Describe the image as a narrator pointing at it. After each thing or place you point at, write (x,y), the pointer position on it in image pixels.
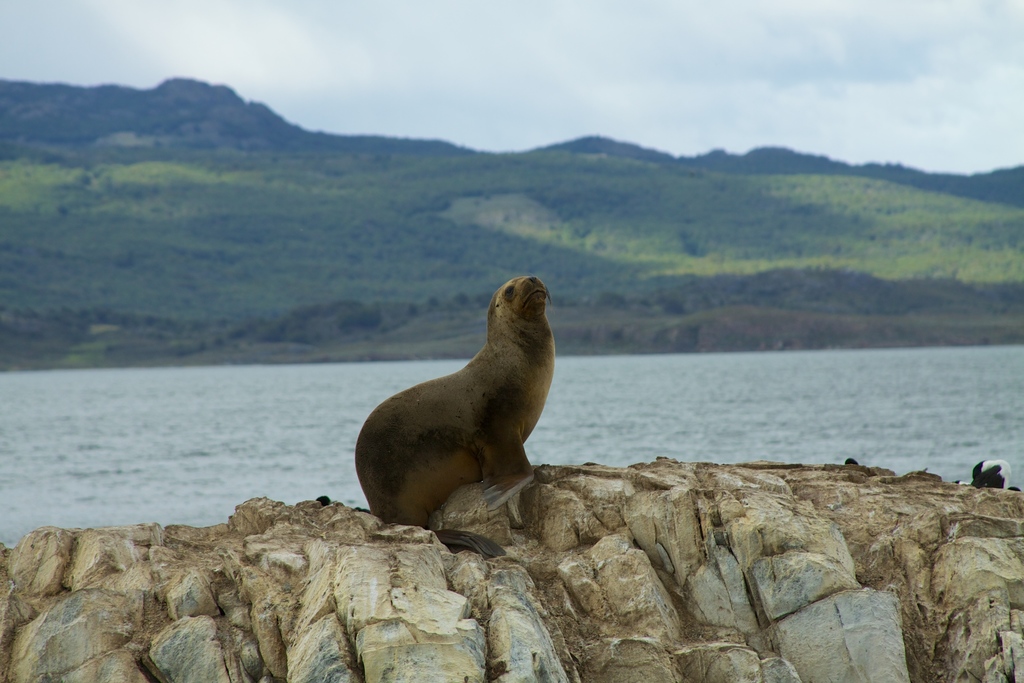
In the foreground of the picture (482,488) we can see a seal (475,425) on a rock (578,568). In the middle (646,390) we can see water body (24,456) and greenery (425,234) on a hill (356,237). At the top (581,52) it is sky (732,77). On the right (979,479) there is a black and white color object (999,475).
